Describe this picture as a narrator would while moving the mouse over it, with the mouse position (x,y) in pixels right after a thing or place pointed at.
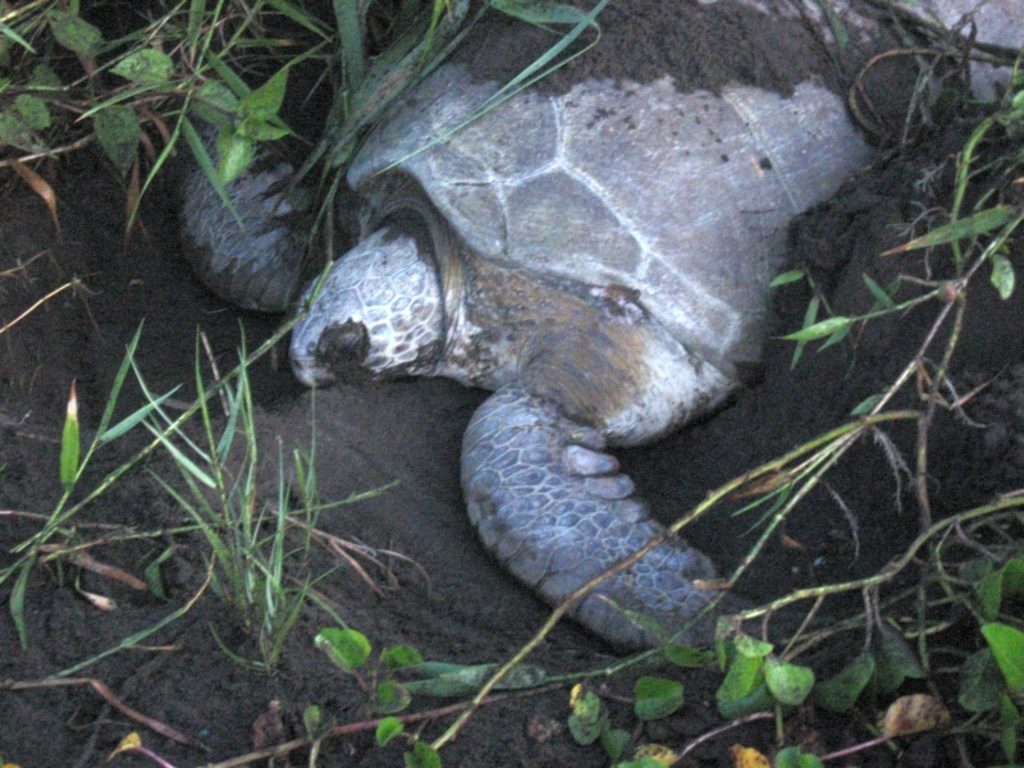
In this image I can see the tortoise (482,311) which is in brown and grey color. To the side I can see the mud (471,526) and the grass (880,681).
